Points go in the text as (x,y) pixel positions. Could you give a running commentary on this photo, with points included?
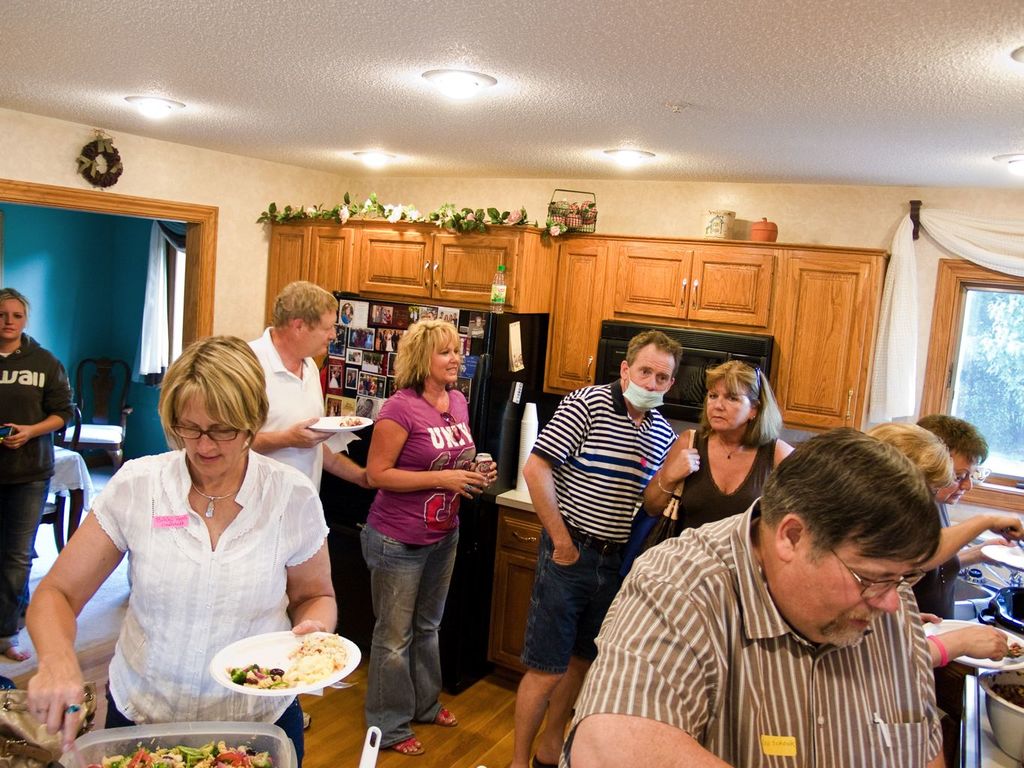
In the picture we can see inside view of the house (79,315) with some people (131,514) serving their food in the plates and some are standing behind them and in the background (916,377), we can see some wooden cupboards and beside it, we can see a window (932,394) with a glass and some white color curtain (906,354) on it and to the ceiling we can see the lights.
